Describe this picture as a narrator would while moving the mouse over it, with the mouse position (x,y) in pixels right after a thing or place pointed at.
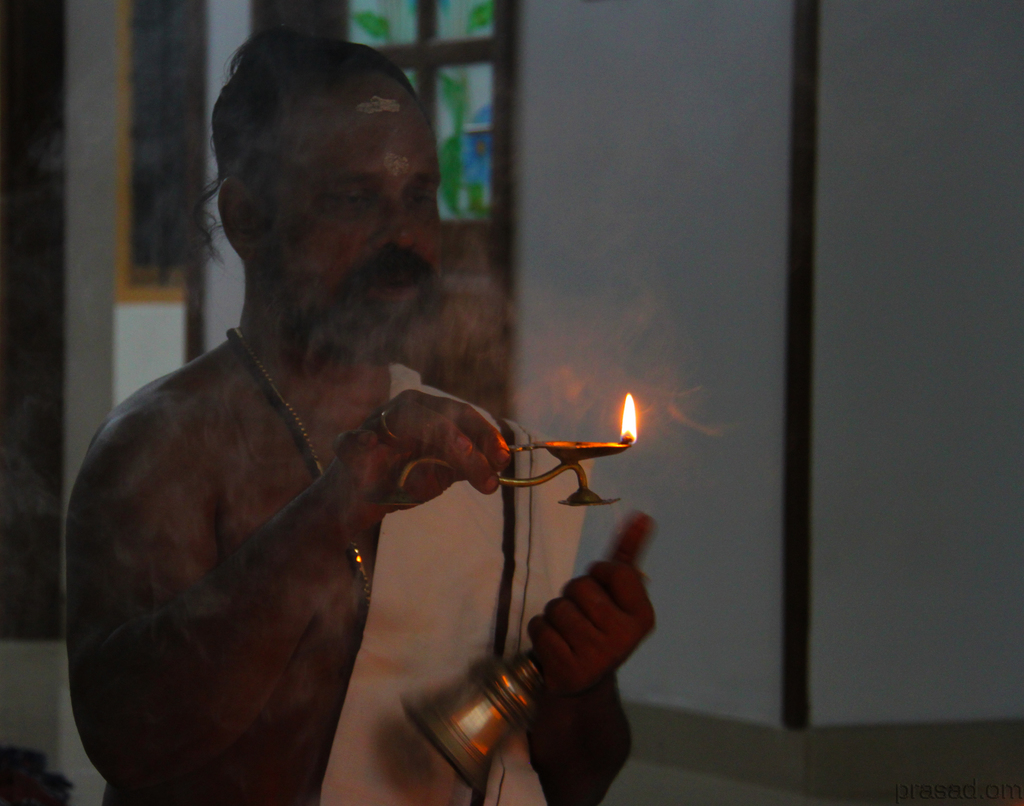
In this image we can see a person (357,569) holding a bell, and an aarthi (575,451), also we can see the wall (713,205), and the window (456,94).
